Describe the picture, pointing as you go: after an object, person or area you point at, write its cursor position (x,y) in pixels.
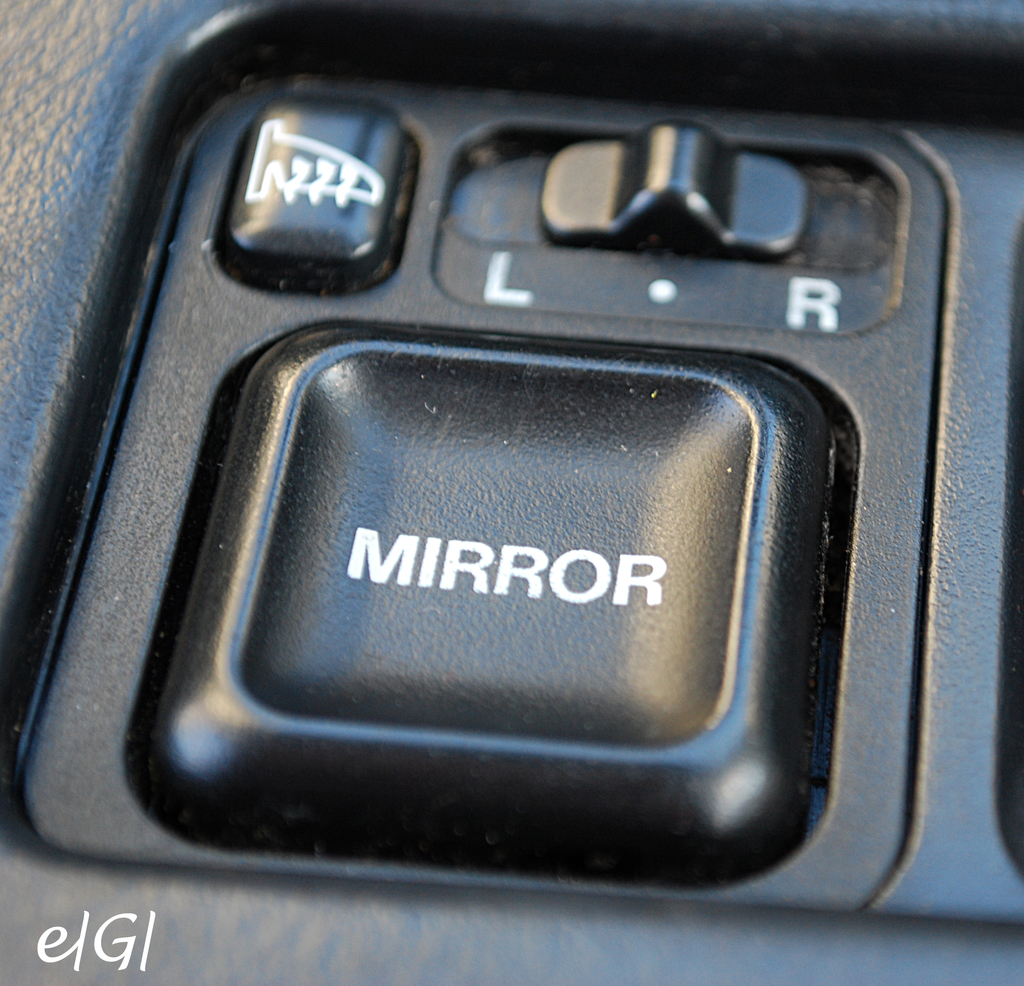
In this image, we can see black buttons (584,605) with some text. At the bottom of the image (137,954), there is a watermark (49,961).
